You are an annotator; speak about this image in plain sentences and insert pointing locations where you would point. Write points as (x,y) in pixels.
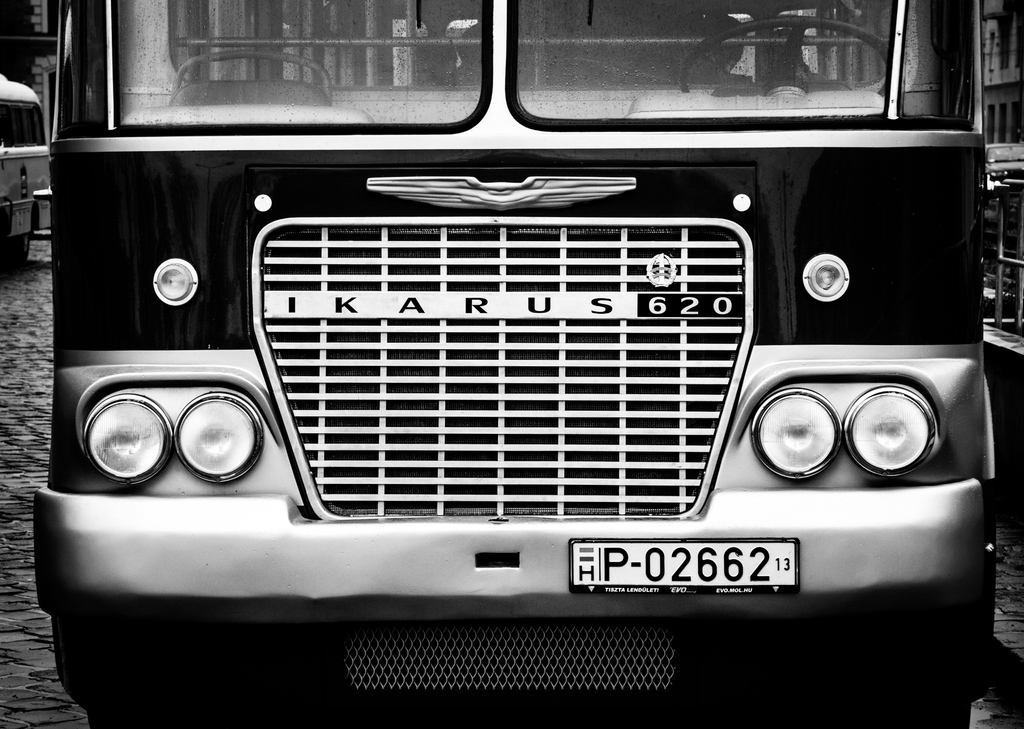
Here we can see vehicles (345,344), on this vehicle (703,499) we can see registration plate (767,542) and head lights (763,429).
